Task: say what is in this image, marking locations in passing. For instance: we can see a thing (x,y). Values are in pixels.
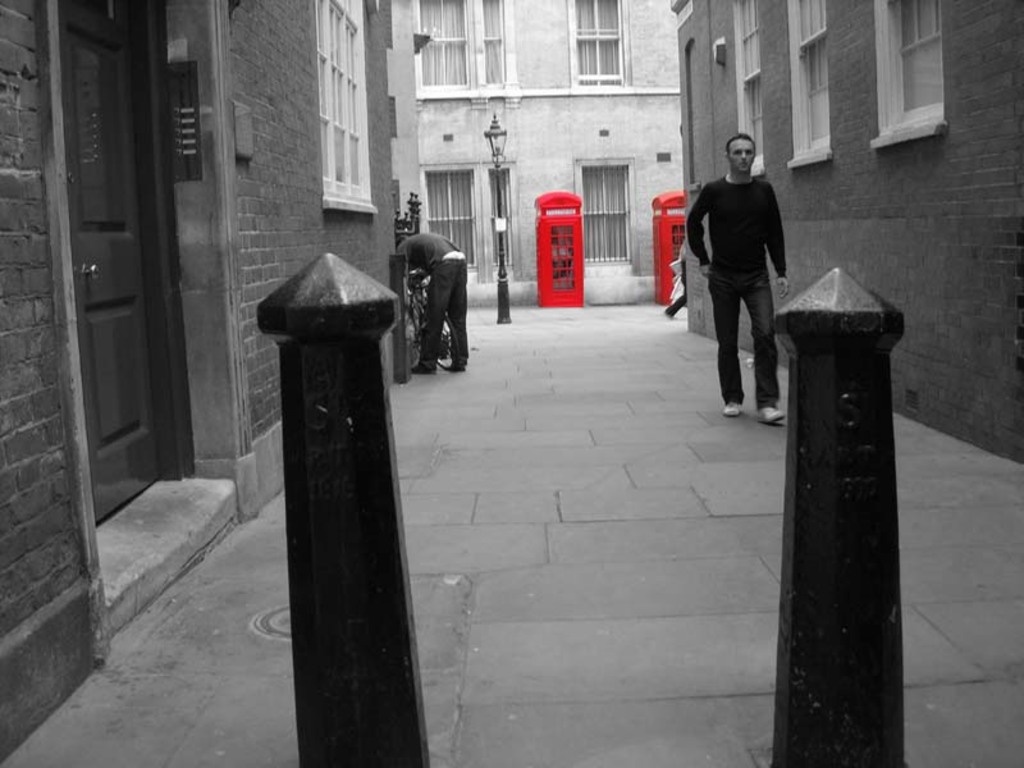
In this image we can see two persons (439,307), metal rods (848,685), few buildings (598,235), telephone booths (582,249) and a light pole (498,190) in the background (502,259).
